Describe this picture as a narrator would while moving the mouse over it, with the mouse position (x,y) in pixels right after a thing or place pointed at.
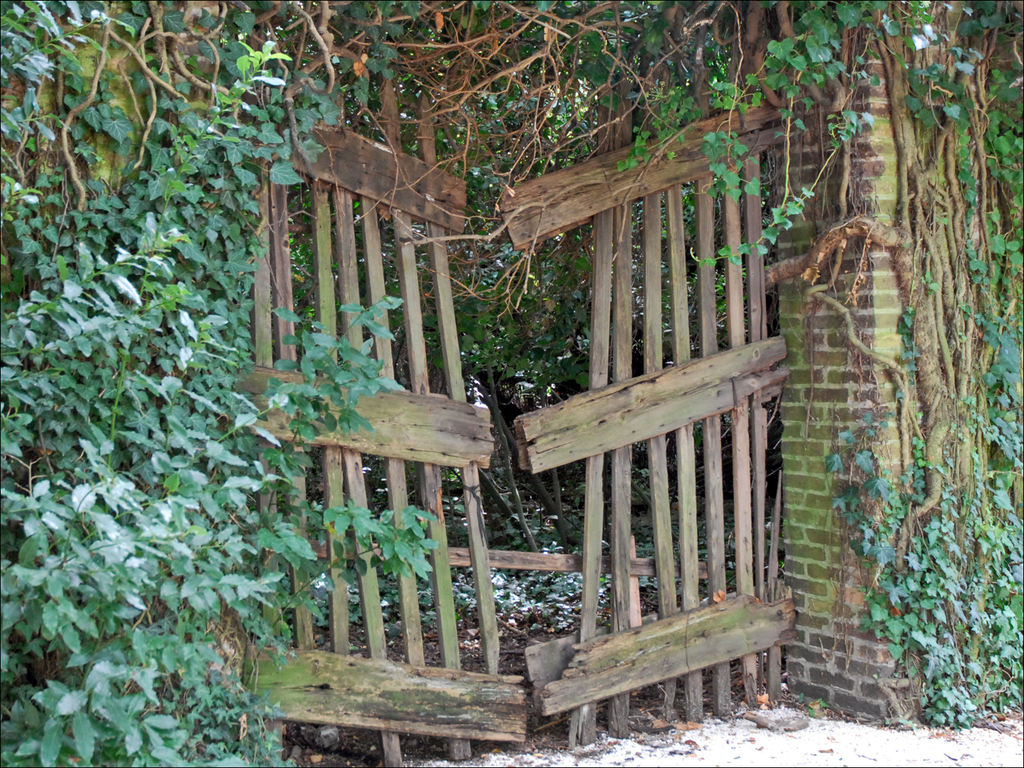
In this image I can see few trees (196,322) which are green in color, the wall (798,411) which is made up of bricks (892,390) and the gate (732,363) which is made up of wooden logs (697,386).
